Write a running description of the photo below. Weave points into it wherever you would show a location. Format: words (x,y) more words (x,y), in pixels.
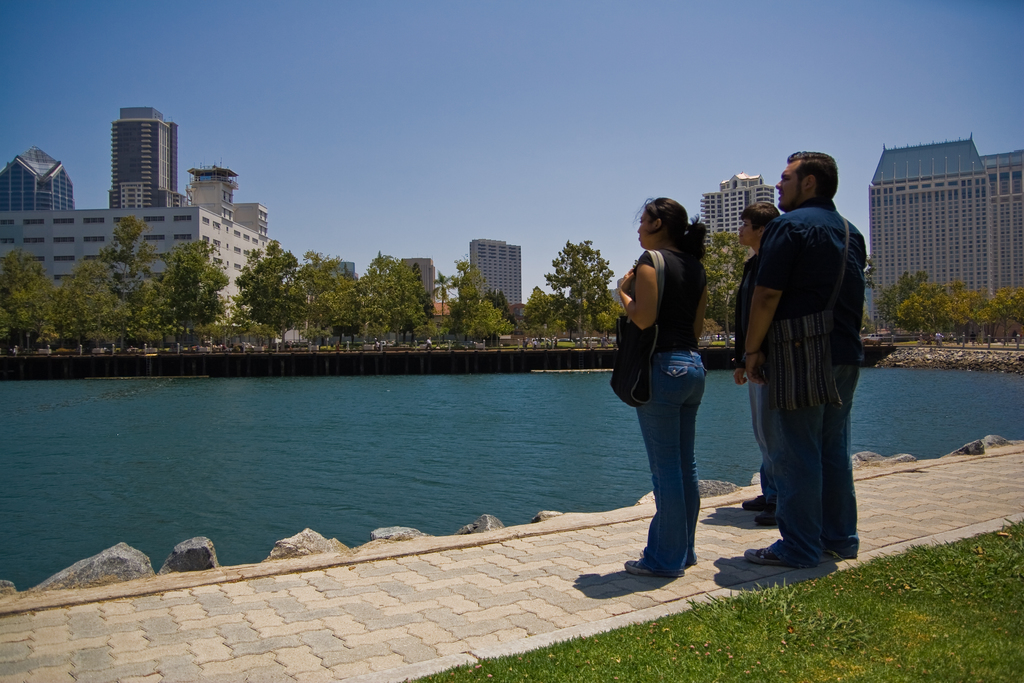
In this image we can see group of people (776,421) standing on the ground (698,579). A woman (669,253) is wearing a bag (636,395). In the background (953,311) we can see group of trees (283,283), buildings (936,204), a lake (397,483) and sky (405,152).
